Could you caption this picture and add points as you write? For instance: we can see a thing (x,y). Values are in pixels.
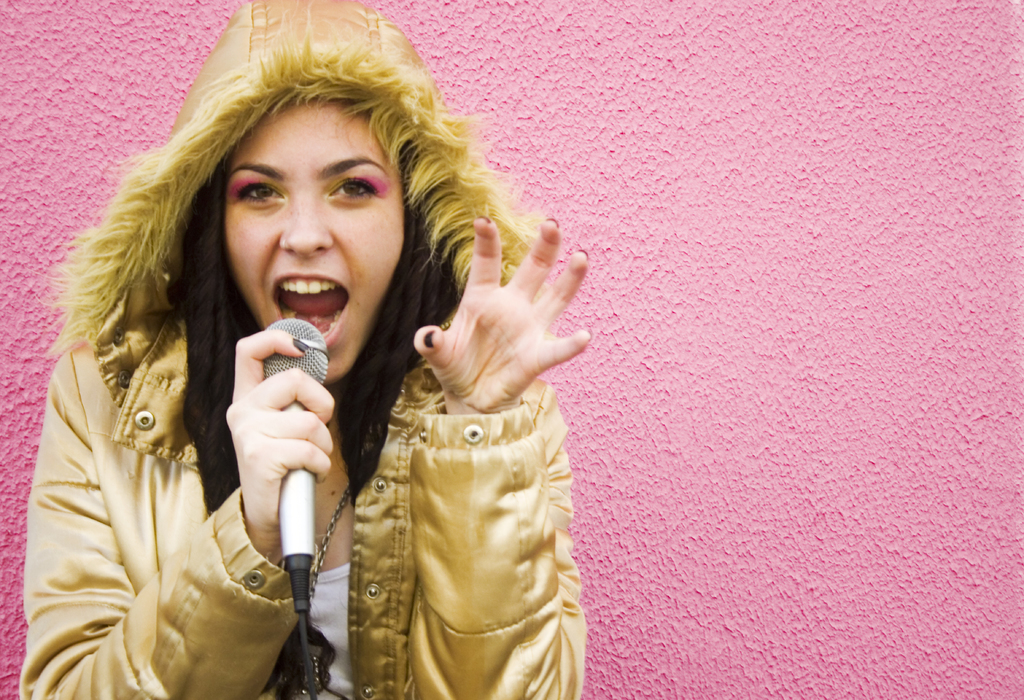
there is a woman (401,406) holding a microphone (276,359).
